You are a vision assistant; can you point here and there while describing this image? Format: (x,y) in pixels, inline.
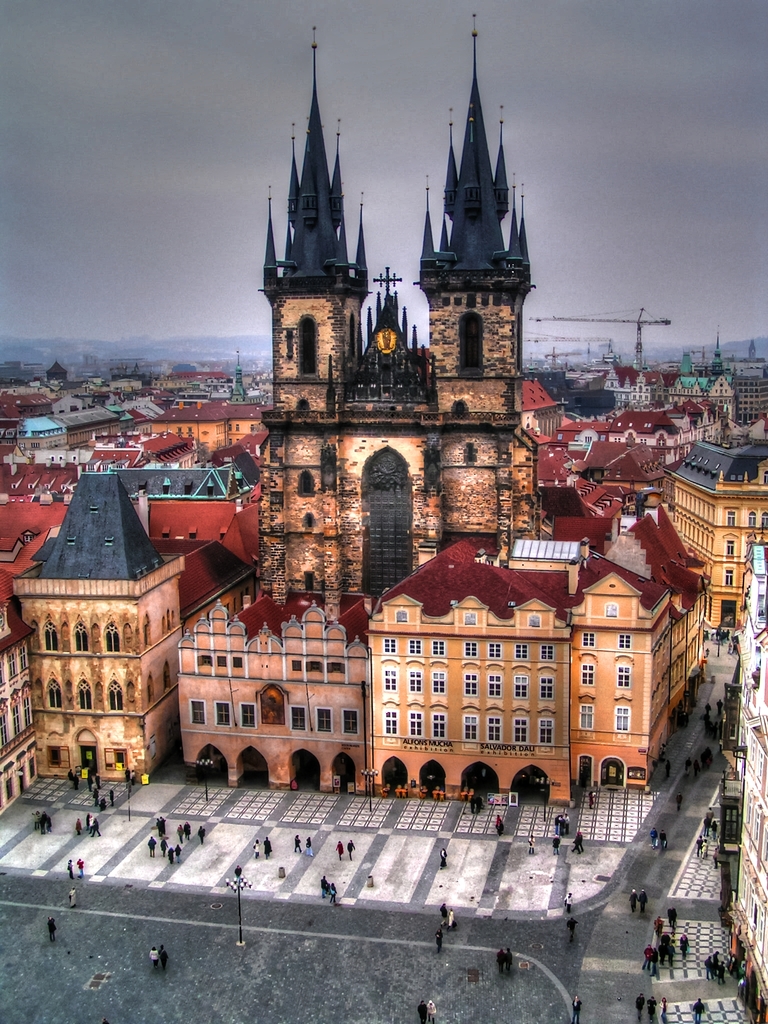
In this picture, we can see a few buildings (438,503), poles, cranes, a few people (449,915), ground (266,937), and the sky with clouds (616,139).
